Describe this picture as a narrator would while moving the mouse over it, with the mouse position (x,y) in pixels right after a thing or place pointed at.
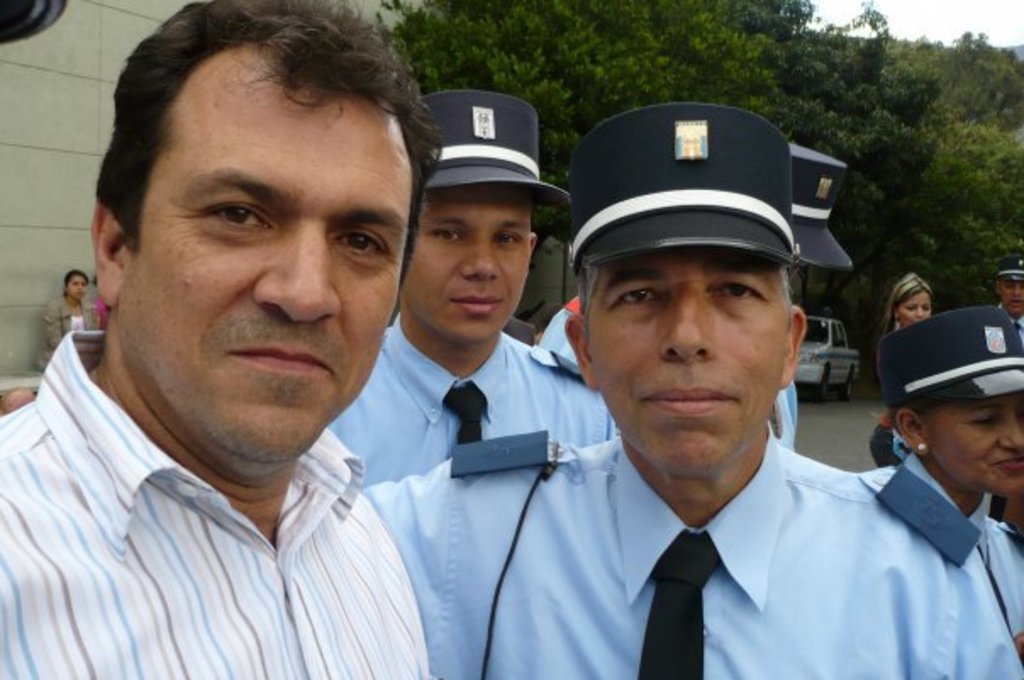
In this image we can see many people (565,348). Some are wearing caps (992,388). In the back (844,359) there is a vehicle (835,347). Also there are trees (706,90). On the left side (68,118) there is a wall (54,139). At the top (991,14) there is sky (931,15).
